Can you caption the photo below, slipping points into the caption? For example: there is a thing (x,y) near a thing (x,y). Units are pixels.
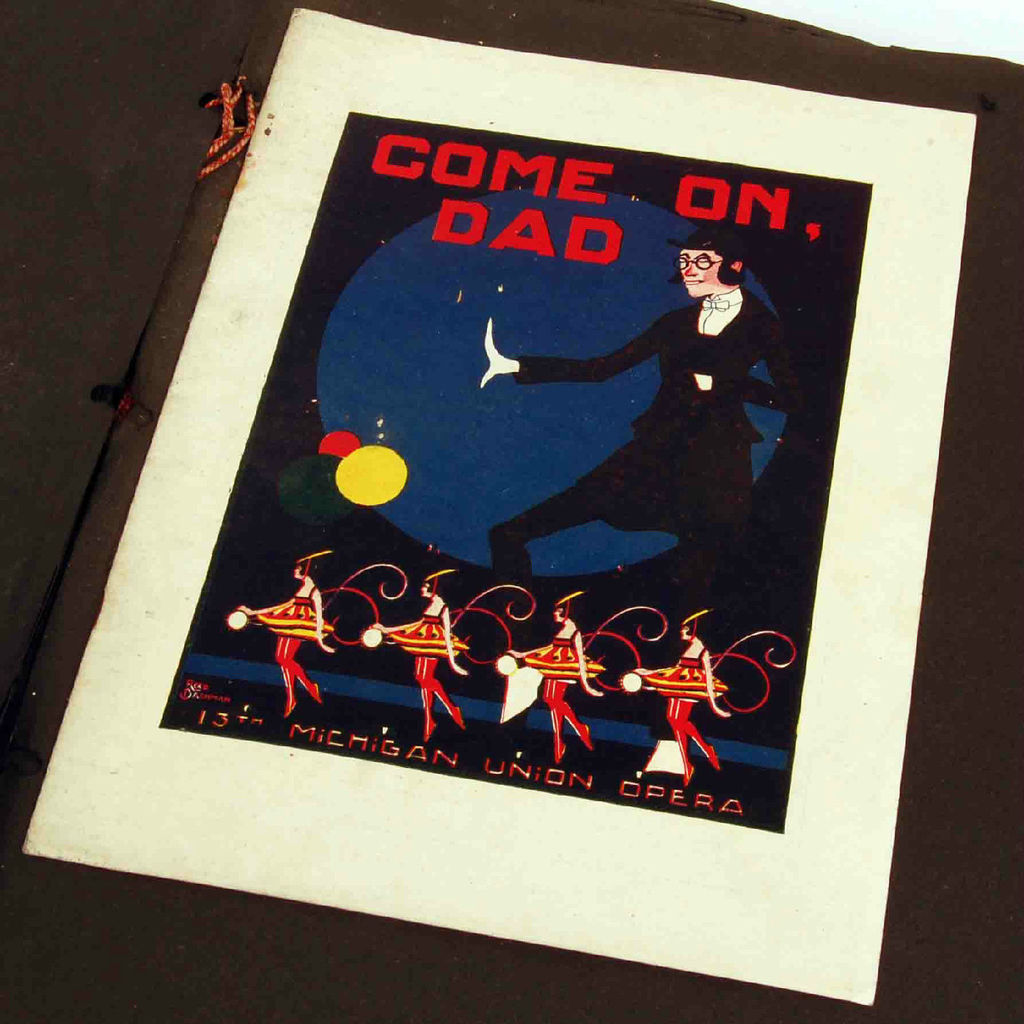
In this picture we can see a poster (554,437) with the name of come on dad. Here we can see a person (606,482) who is doing some activity and he wore spectacles (695,265). Here four persons (305,591) are in motion of dance.
